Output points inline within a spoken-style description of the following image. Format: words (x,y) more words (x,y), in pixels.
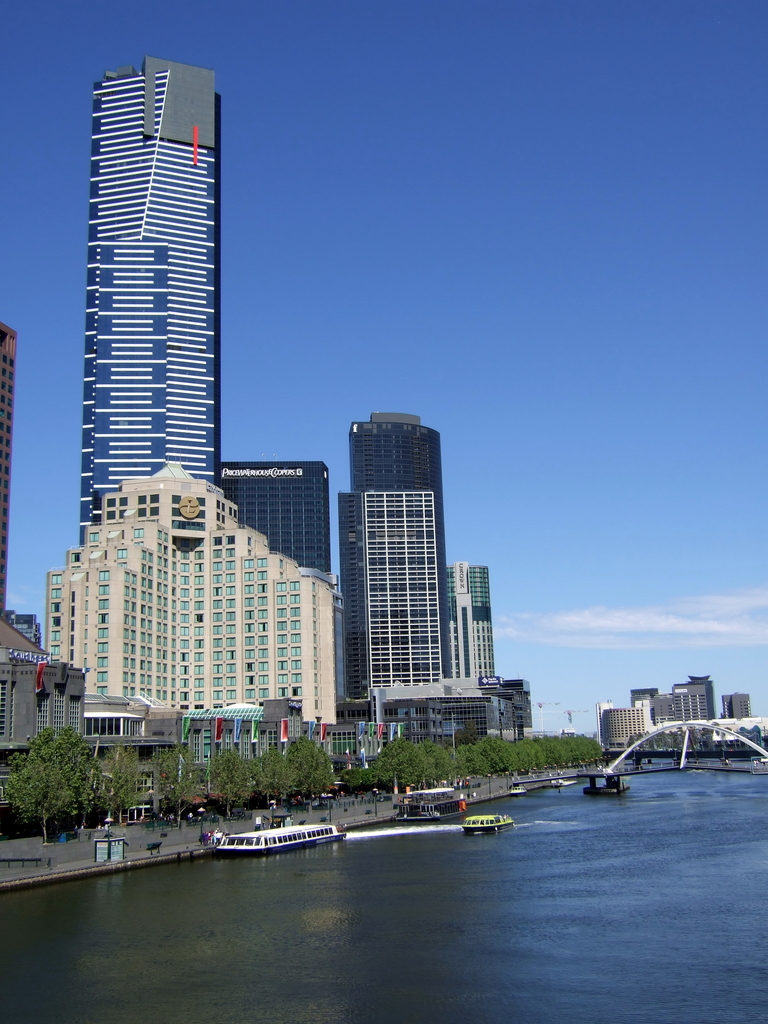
In this image there is a river (493,954) on the bottom of this image (480,977) and there are some boats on to this river (420,922). There are some trees (58,787) in the background (214,783), and there are some building (343,599) on the top of this image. There is a sky (409,272) in the background (482,332).
